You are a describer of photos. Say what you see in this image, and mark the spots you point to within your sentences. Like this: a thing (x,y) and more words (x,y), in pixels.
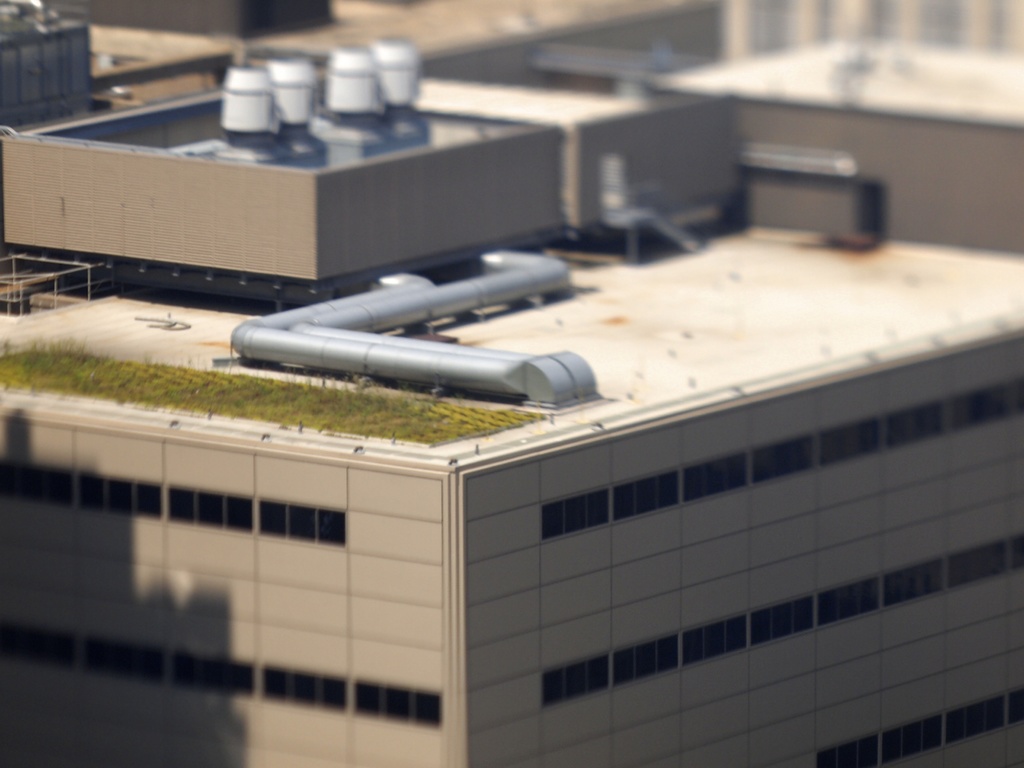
In this picture we can see a building (488,519), few pipes (528,380) and blurry background (759,88).
